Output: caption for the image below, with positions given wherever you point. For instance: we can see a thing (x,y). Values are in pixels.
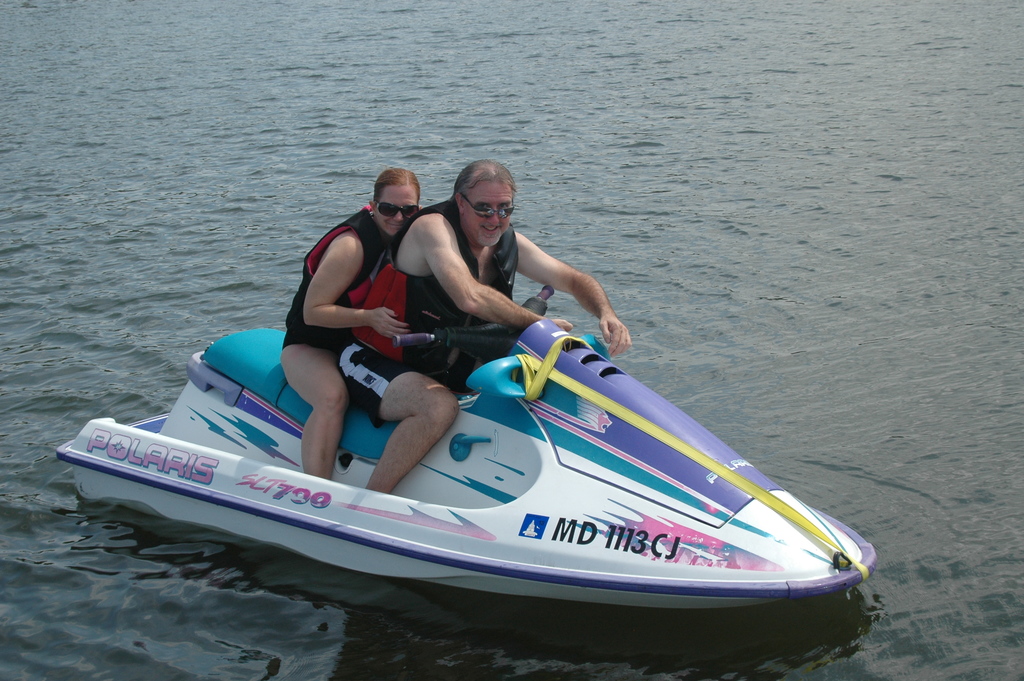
In the image we can see a jet ski (583,442), on the jet ski (597,420) we can see two people (416,285) wearing life jackets (435,285), spectacles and they are smiling and here we can see the water (735,277).
